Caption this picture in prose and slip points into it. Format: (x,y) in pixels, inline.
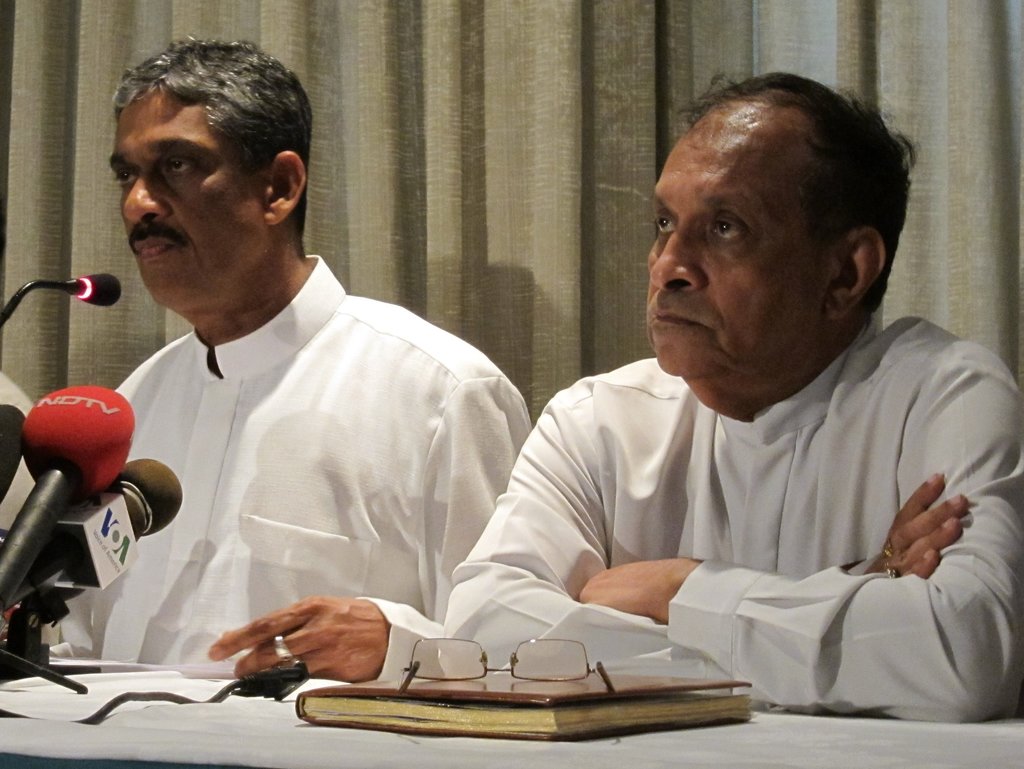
In the image we can see two men (398,457) sitting and wearing clothes (375,515). Here we can see a book (500,725) and on the book (489,715) we can see spectacles (489,671). Here we can see microphones (56,459) and the curtains (518,124).
